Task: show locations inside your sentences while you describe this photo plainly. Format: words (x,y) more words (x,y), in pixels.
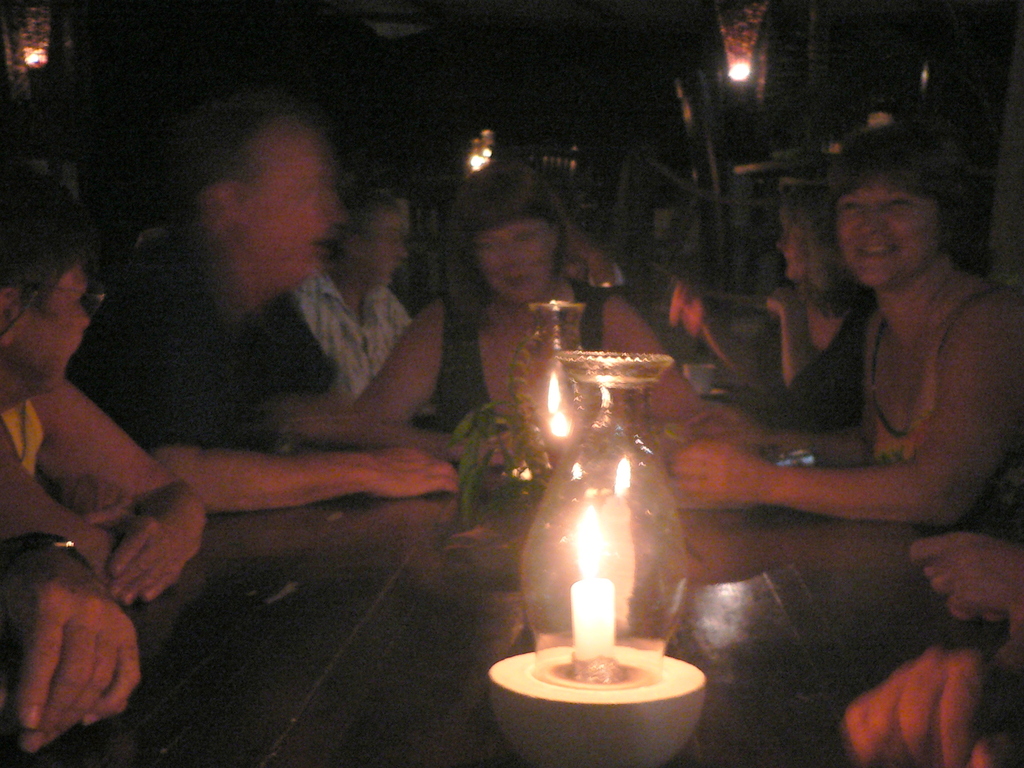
In this picture we can see a group of people (9,494). In front of the people (170,523), there is a table (292,630) and on the table (365,675), there are glass chimneys (548,549) with candles (592,578) and there is a houseplant (501,423). Behind the people (467,363), there are lights (40,44), some objects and a dark background (476,102).
